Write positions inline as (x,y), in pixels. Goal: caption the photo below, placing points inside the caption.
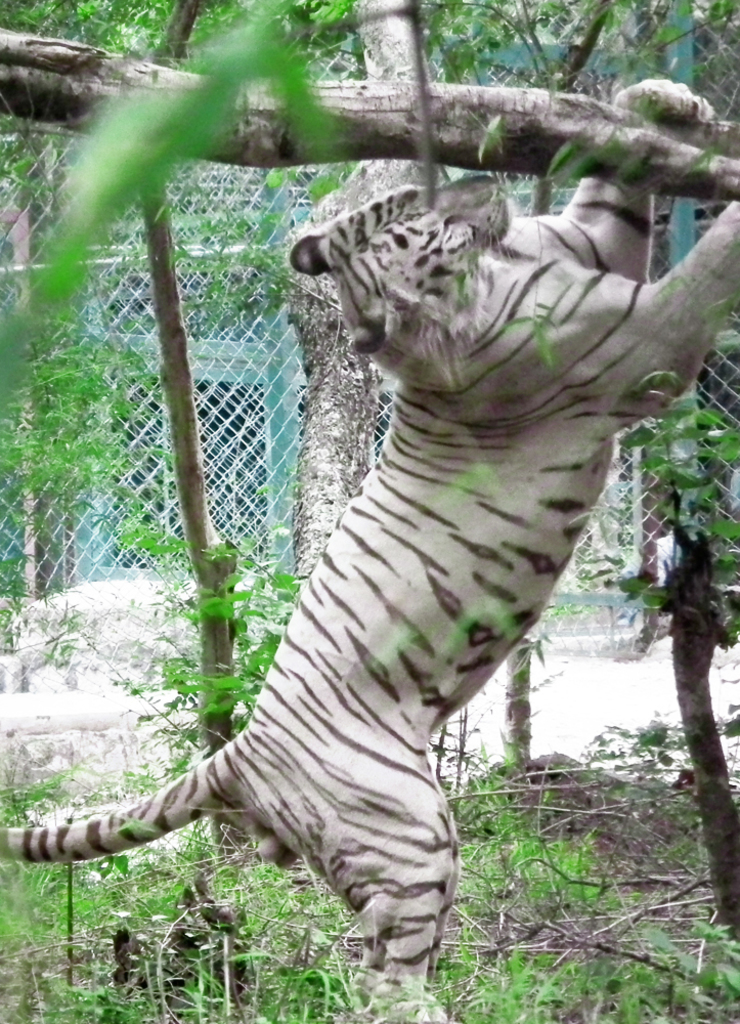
In this image we can see a tiger (357,635). There are trees (324,426). In the back (204,433) there is a mesh fencing (206,336).
